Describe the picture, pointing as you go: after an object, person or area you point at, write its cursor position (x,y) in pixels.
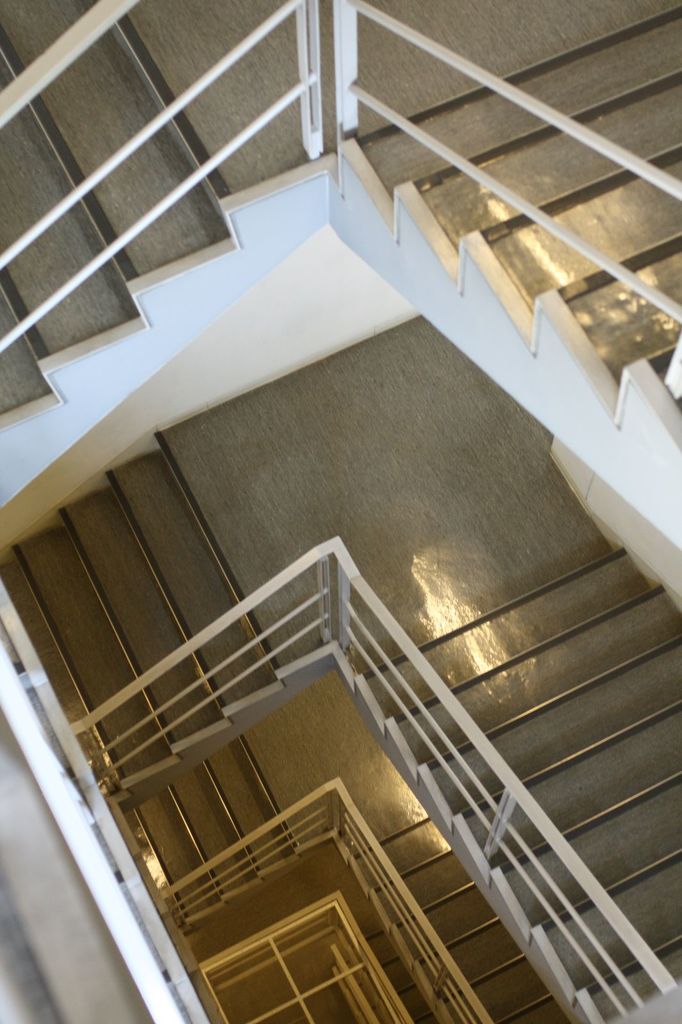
In the image there is some floor (518,6) of staircase (604,934) with many steps (477,659).
